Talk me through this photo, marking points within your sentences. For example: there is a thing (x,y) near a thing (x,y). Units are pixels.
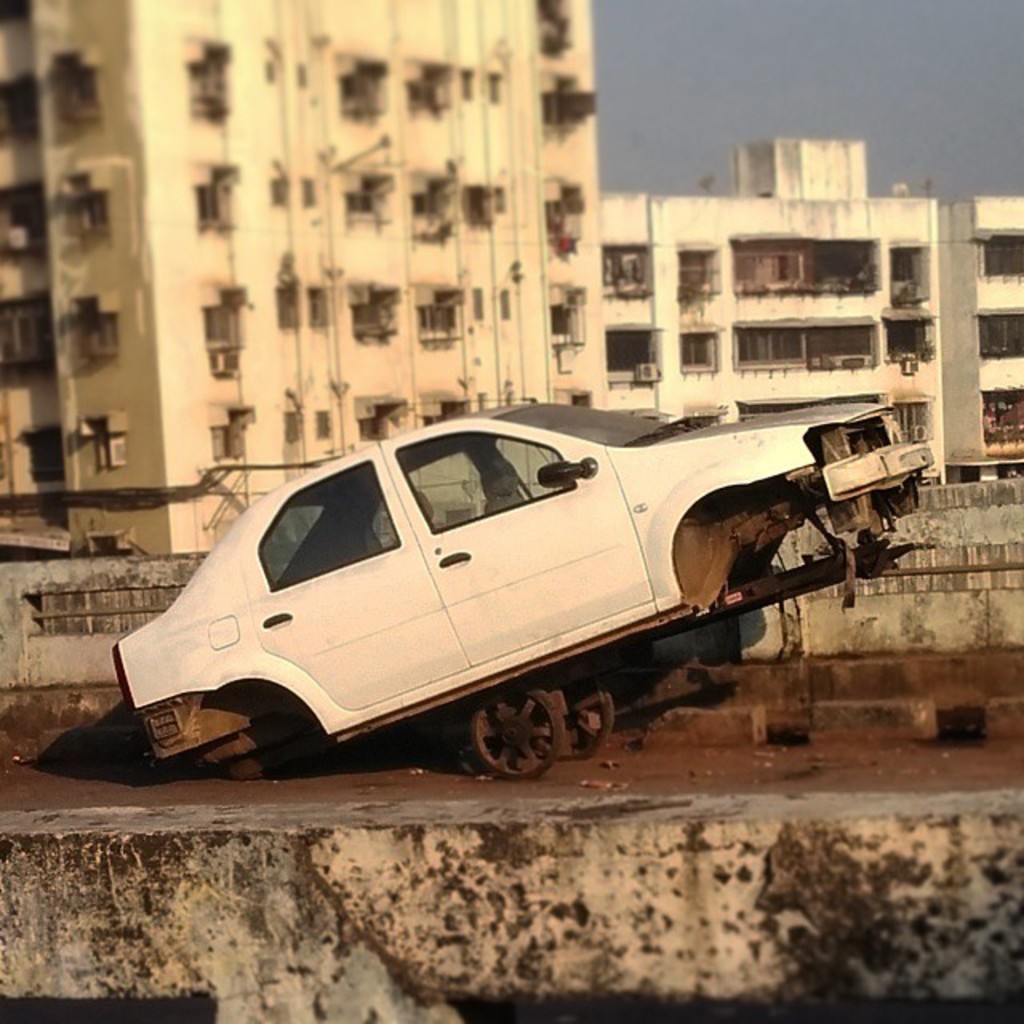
In this image I can see a vehicle (210,555) which is in white color. Background (527,160) I can see few buildings (372,142) in cream color and the sky (724,77) is in blue-gray color.
